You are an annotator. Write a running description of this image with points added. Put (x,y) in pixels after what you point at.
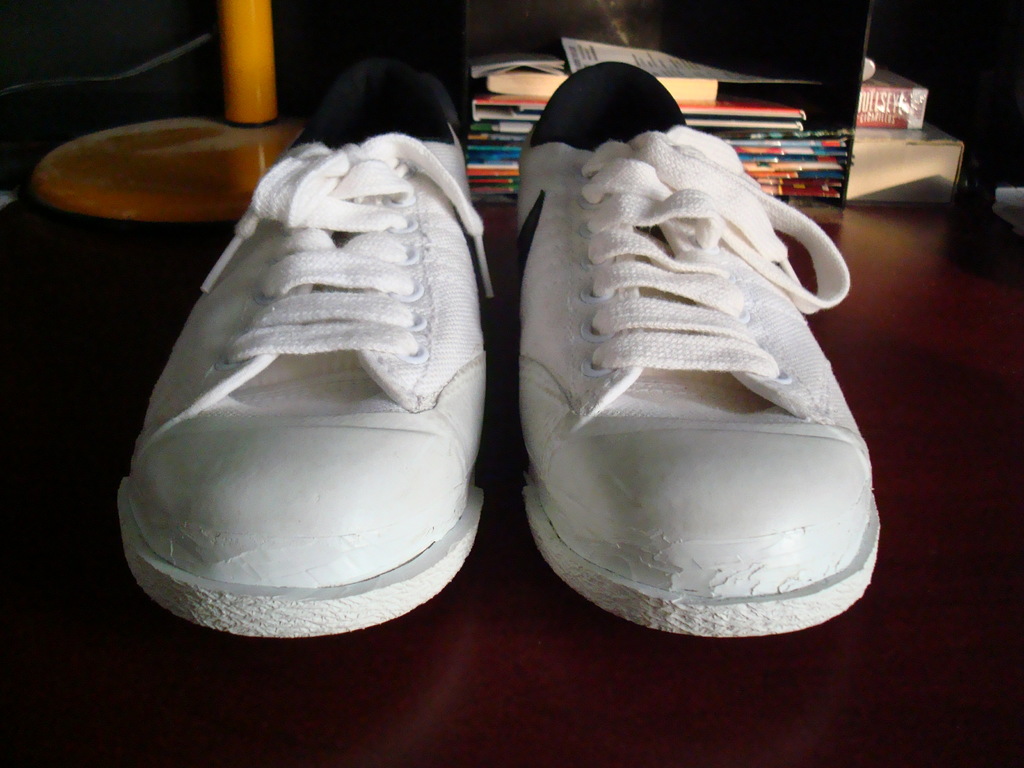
In this picture there is a pair of shoes (554,423) which is in white color and there are few books (801,130) and some other objects (846,91) in the background (561,76).
